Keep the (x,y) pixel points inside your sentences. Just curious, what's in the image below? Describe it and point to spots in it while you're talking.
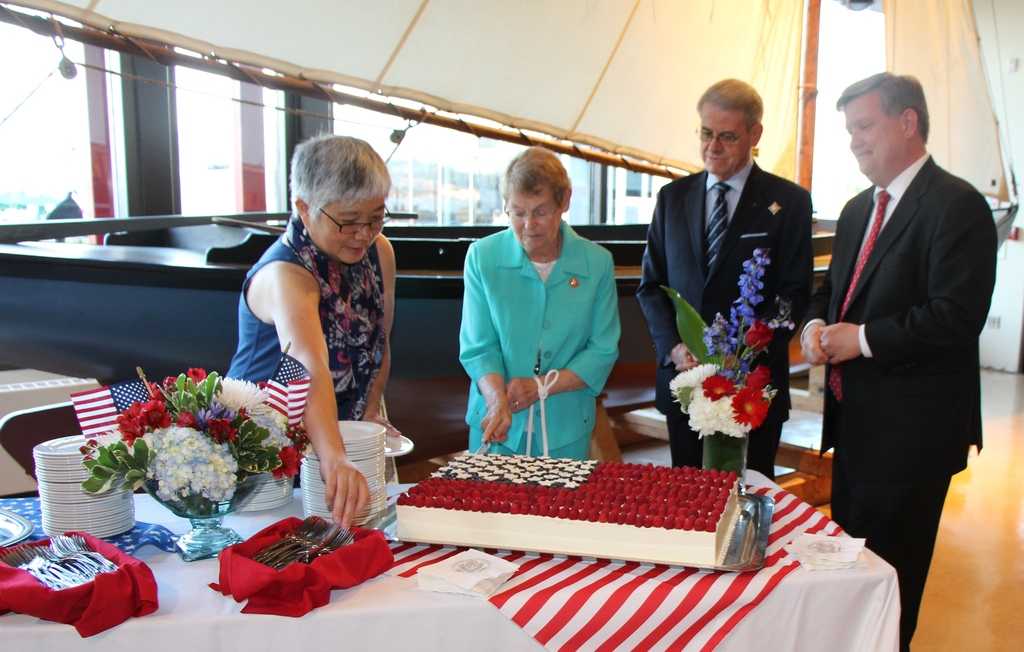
This picture is taken inside the room (662,482). In this image, in the middle (364,313), we can see four people (886,286) is standing in front of the table (598,592), on the table (443,590), we can see a white colored cloth (480,624), a few plates (254,502), bowl (245,501), flowers (125,423), plant (212,441) and a basket (33,595) with some spoons (43,578). On the right side of the table (545,567), we can see a red color cloth (589,610) and an object (638,513), tissues (836,555). In the background (84,324), we can see a boat (632,342). At the top (522,50), we can see a sail (522,50). In the background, we can see a glass window (441,154).
